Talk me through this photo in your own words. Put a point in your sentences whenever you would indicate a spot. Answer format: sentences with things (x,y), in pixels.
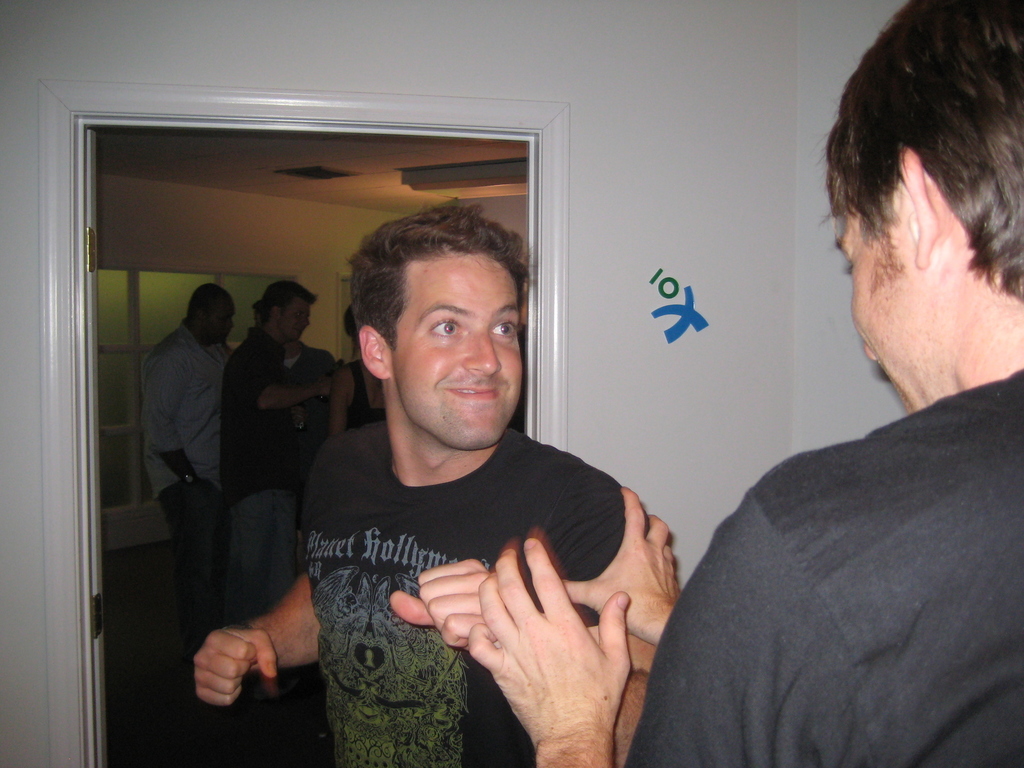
The man (664,524) on the right corner of the picture (865,453) wearing black T-shirt (734,555) is standing beside the man (401,490) who is wearing black T-shirt (406,725). Both of them are smiling. Beside them, we see a white wall (679,368). Behind them, we see a room (131,447) in which people (219,510) are standing. In the background (157,289), we see windows (183,278) and a wall (346,247).
